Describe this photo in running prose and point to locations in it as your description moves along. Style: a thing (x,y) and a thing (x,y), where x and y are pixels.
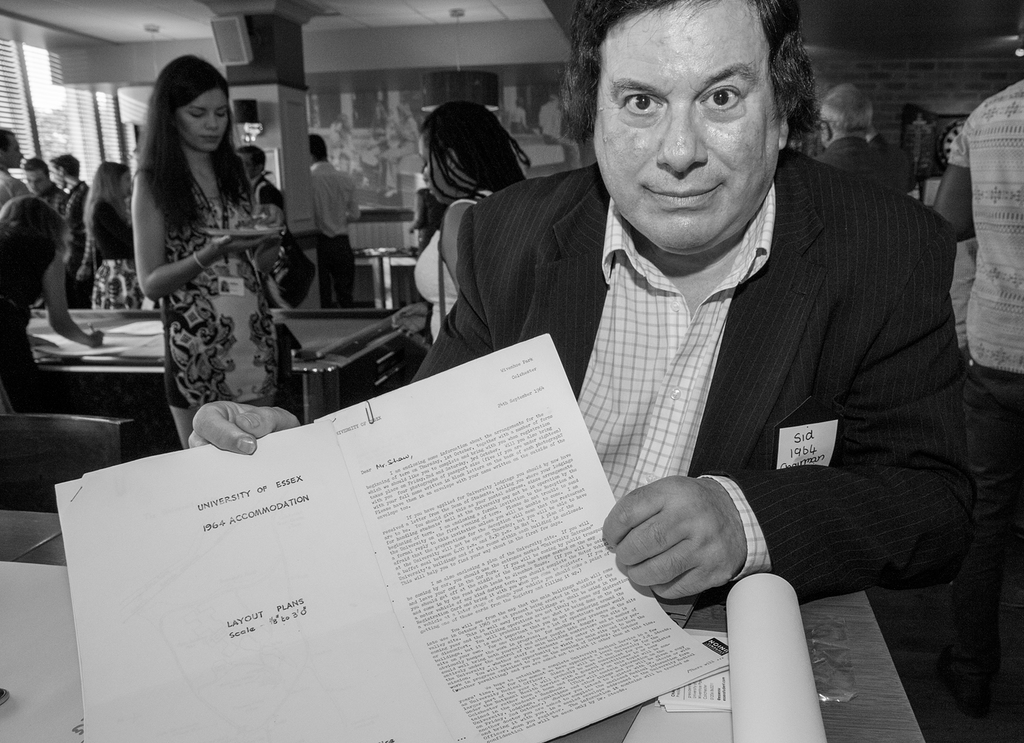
In this image I can see there is a man (924,471) and he is holding papers (373,600), there is something written on it. There are few persons (11,389) in the background (154,238) and the image is in black and white.
